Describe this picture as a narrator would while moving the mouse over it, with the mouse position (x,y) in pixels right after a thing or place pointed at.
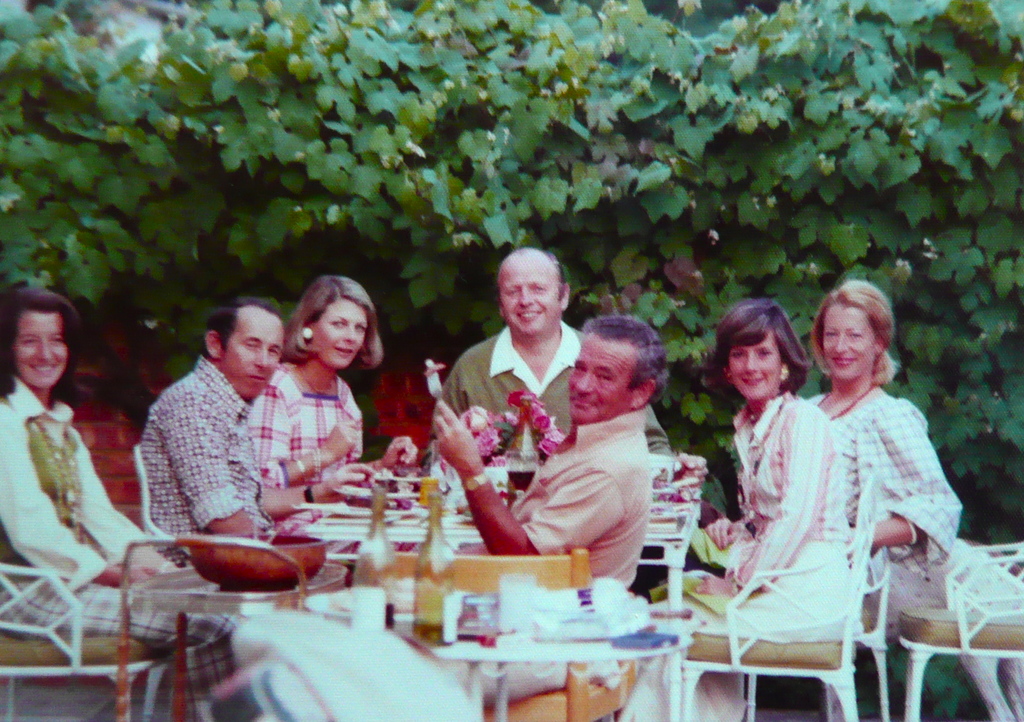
On the background (608,129) we can see tree (419,337). here we can see all the persons (24,359) sitting on chairs (497,569) in front of a table (419,523) and giving a still to the camera and all are smiling. On the table (339,536) we can see bottles (360,563), vessel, glass (526,490) and few things (518,603).
